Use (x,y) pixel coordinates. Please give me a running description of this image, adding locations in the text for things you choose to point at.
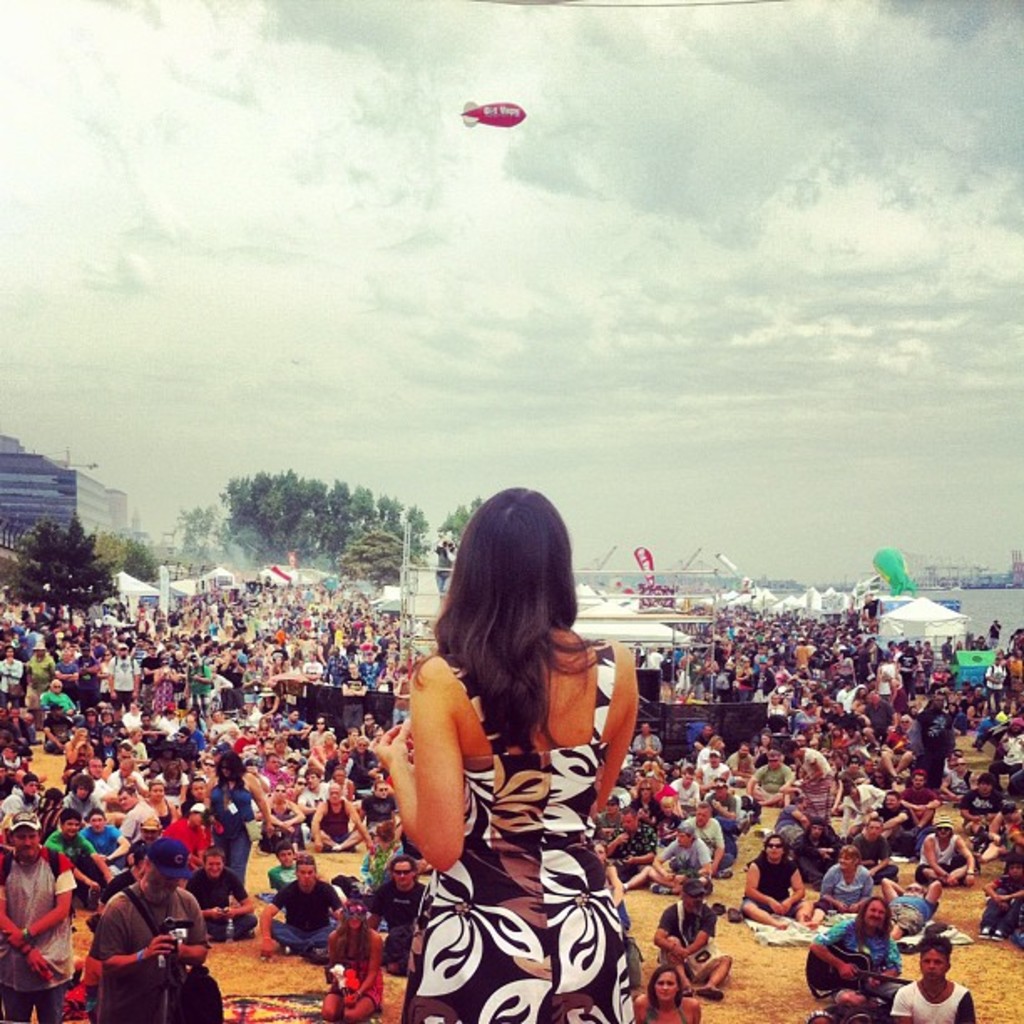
This image is taken outdoors. At the top of the image (164,219) there is the sky (739,408) with clouds (526,125) and there is an air balloon (490,122) in the sky (457,135). In the background (294,531) there are a few trees (259,535) and plants (204,539). There are a few buildings (89,510). There are many tents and stalls (169,588). In the middle of the image (376,676) many people (177,780) are standing on the ground (919,971) and a few (867,795) are sitting on the ground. A woman (585,849) is standing and a man (154,955) is holding a camera (178,945) in his hands (165,942). On the right side of the image (982,616) there is a river (984,616) with water (988,598). There are a few ships (975,584) on the river (996,613).
